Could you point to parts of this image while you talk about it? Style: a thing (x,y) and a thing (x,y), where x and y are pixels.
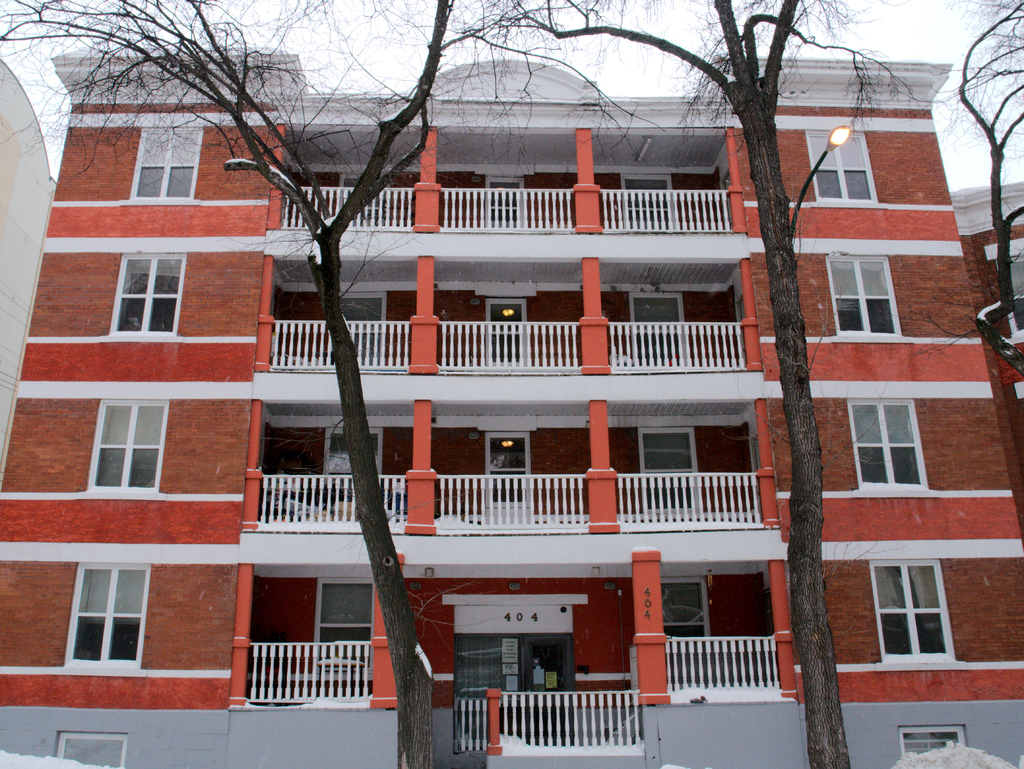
In this image we can see trees (338,338), street lights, building (582,478), windows (86,754), railings (689,372), doors (491,637), objects (511,674), wall (91,696) and sky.
